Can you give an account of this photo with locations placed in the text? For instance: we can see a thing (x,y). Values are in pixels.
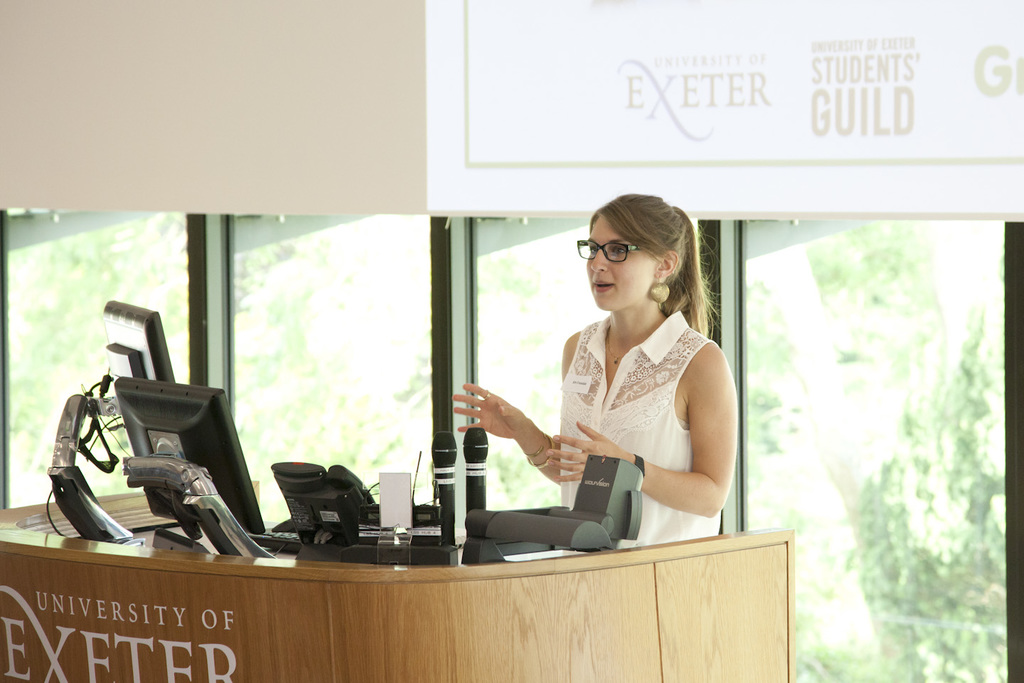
In this image I can see a person (599,428) standing in-front of the table (303,594). On the table (240,559) there is a system (248,494) and mics (447,461). In the background (362,216) there is a board (645,87) to the glass (937,432).
